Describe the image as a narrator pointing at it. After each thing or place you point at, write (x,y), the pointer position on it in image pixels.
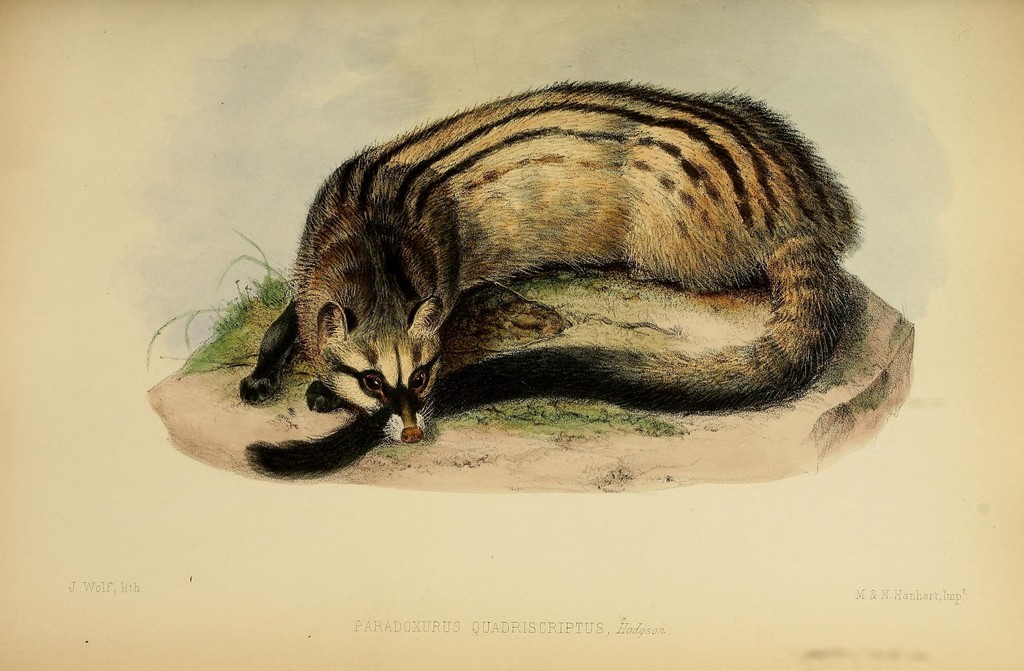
In this image we can see the picture of an animal (296,464) lying on the ground (494,433) and grass (234,348).
